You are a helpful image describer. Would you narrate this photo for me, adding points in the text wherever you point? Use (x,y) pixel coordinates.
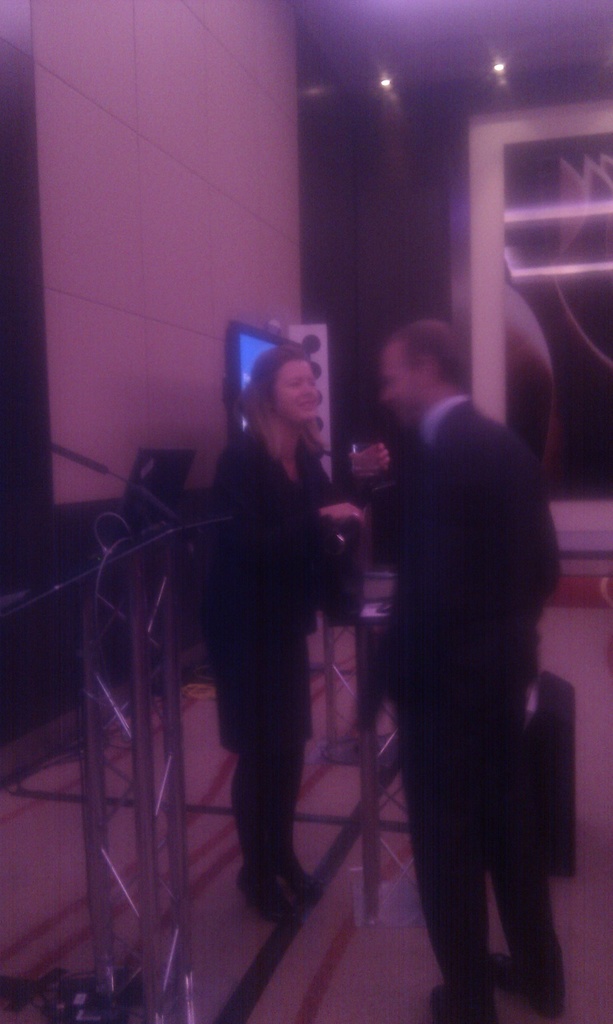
This image is taken indoors. At the bottom of the image (352,936) there is a floor (577,657). In the background (194,282) there is a wall (299,309). At the top of the image (342,39) there is a ceiling (474,41) with lights (385,86). In the middle of the image (291,666) a man (406,605) and a woman (297,656) are standing on the floor (131,881) and there are two iron bars (163,728).
